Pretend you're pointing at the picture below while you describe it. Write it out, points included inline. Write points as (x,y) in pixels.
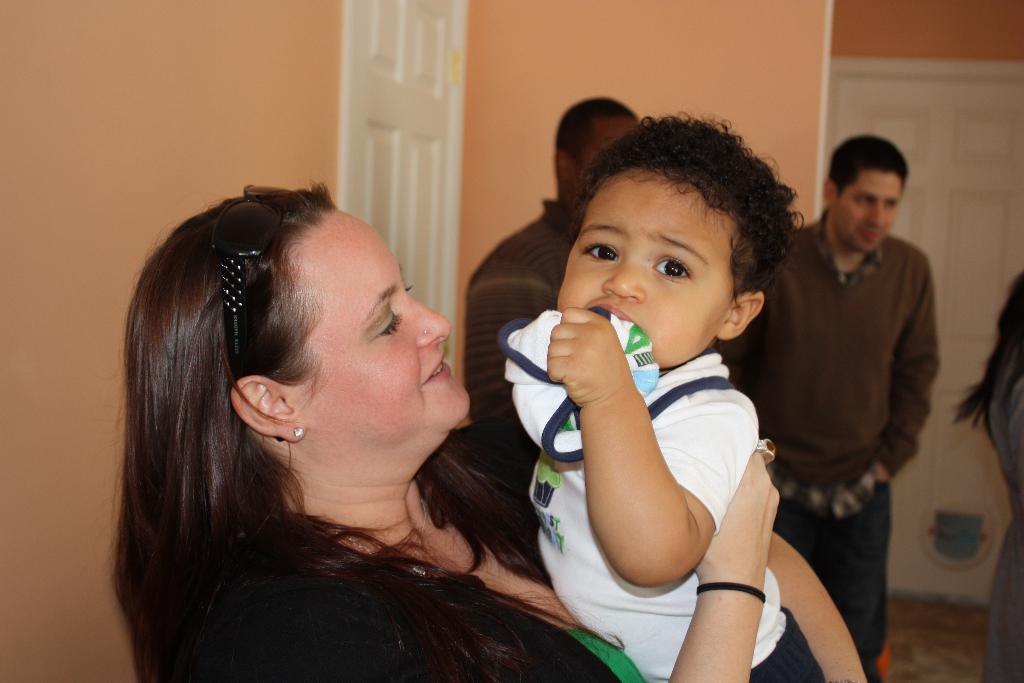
In the image we can see there is a woman (457,622) carrying a kid (698,465) in her hand (707,612) and the woman (707,669) is wearing sunglasses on her head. Behind there are other people (803,340) standing and there are doors (1013,131).
